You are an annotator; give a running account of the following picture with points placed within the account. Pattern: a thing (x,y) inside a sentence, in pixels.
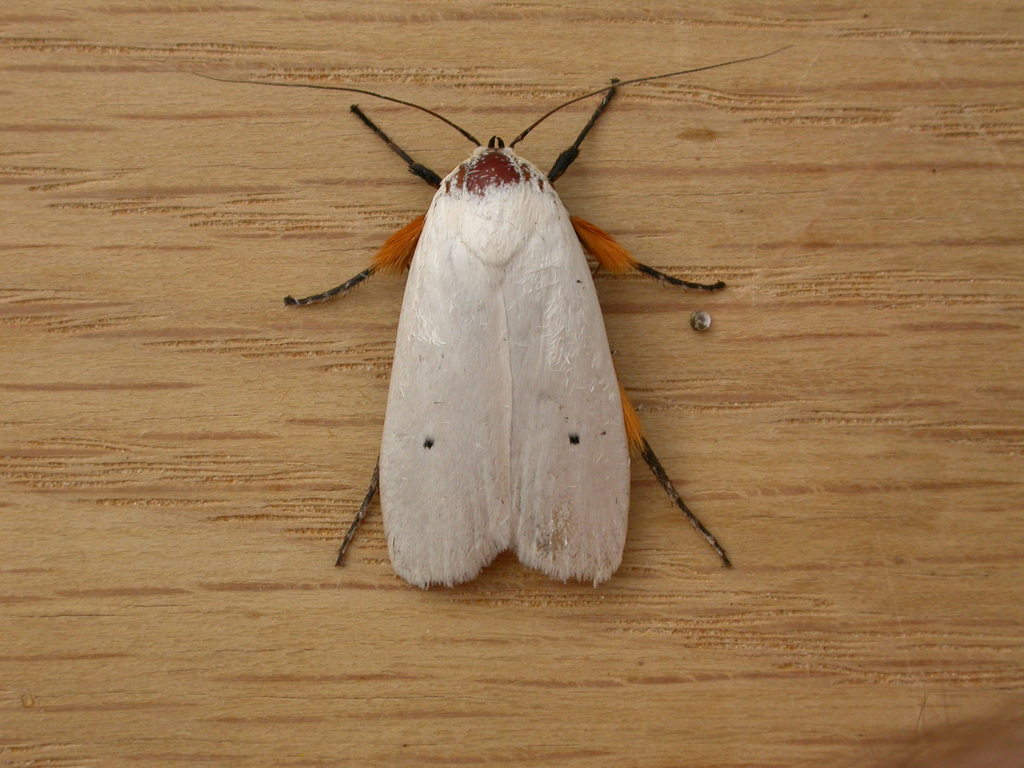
In this picture we can see an insect (217,82) on a wooden surface (419,151).
